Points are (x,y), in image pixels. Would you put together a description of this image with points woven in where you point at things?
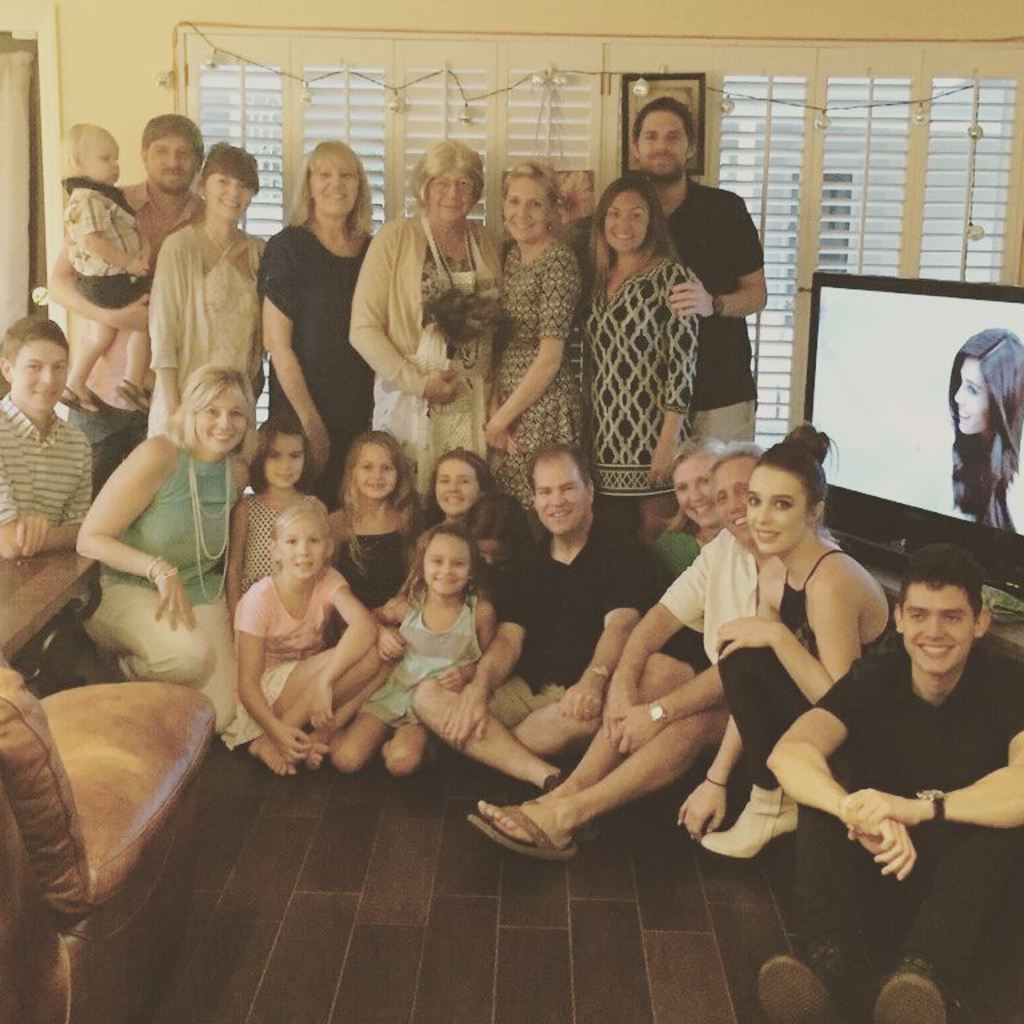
There are many people (467,693). Some are sitting and some are standing. Lady (400,339) in the center (393,350) is holding something in the hand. On the left side (85,760) there is a sofa (133,808). On the right side (898,350) there is a television (898,350). In the back (390,94) there are windows (806,190).
